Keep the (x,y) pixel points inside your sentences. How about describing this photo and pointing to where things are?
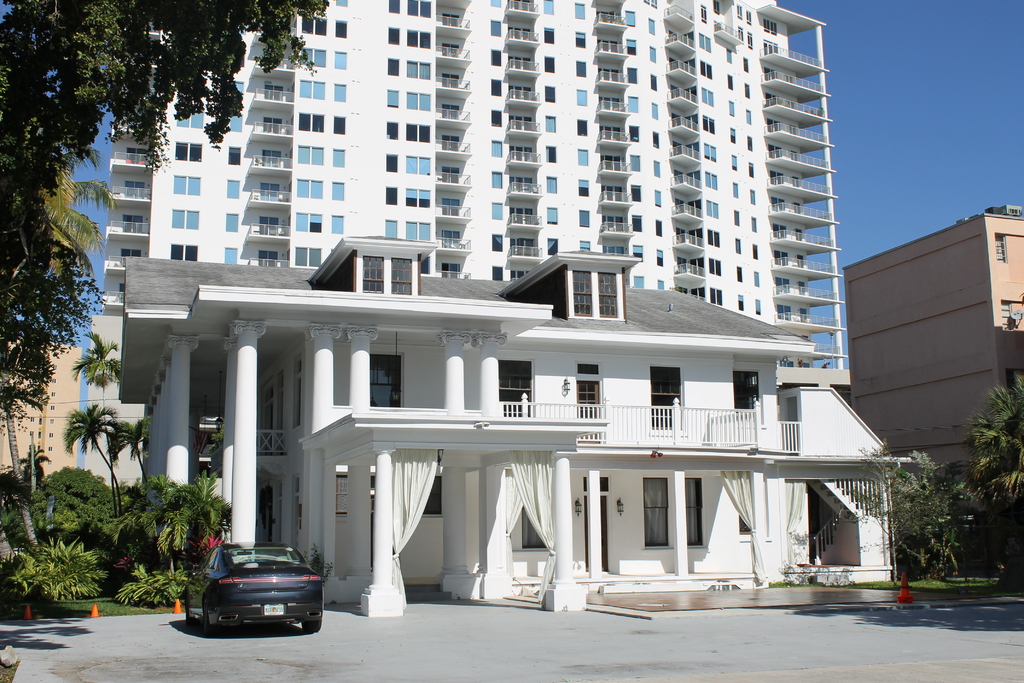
In this image I can see the vehicle (291,587) in black color, few trees (78,428) in green color. In the background (924,98) I can see few buildings (603,429) in white and cream color and the sky (914,106) is in blue color.
